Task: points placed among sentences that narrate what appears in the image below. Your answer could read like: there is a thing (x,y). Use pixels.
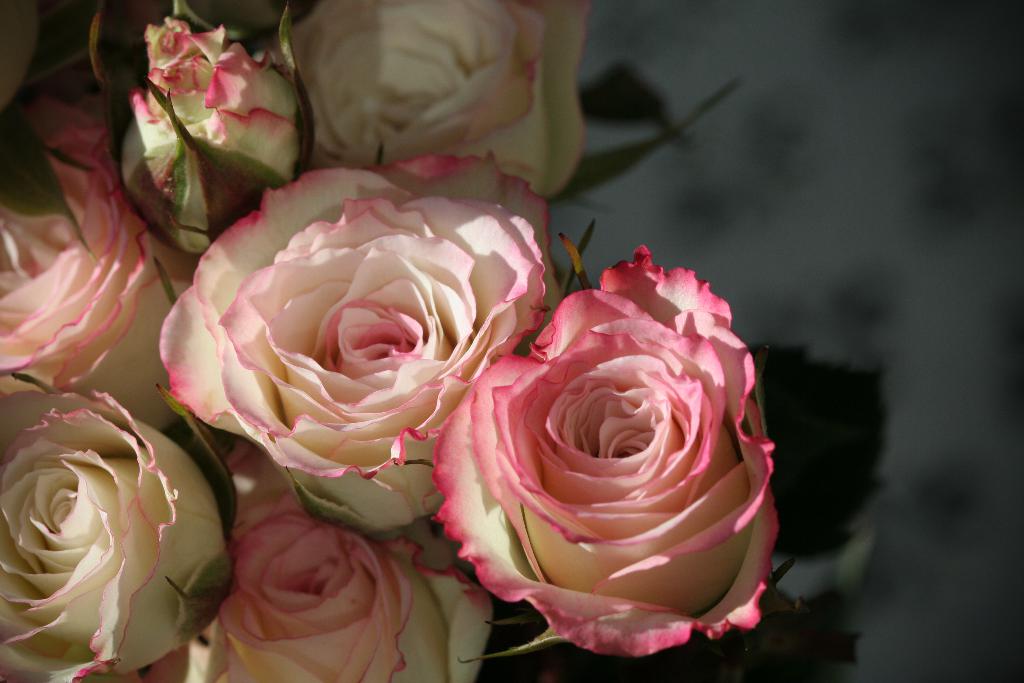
In this picture we can see beautiful white and pink color rose flower bunch (388,361).
